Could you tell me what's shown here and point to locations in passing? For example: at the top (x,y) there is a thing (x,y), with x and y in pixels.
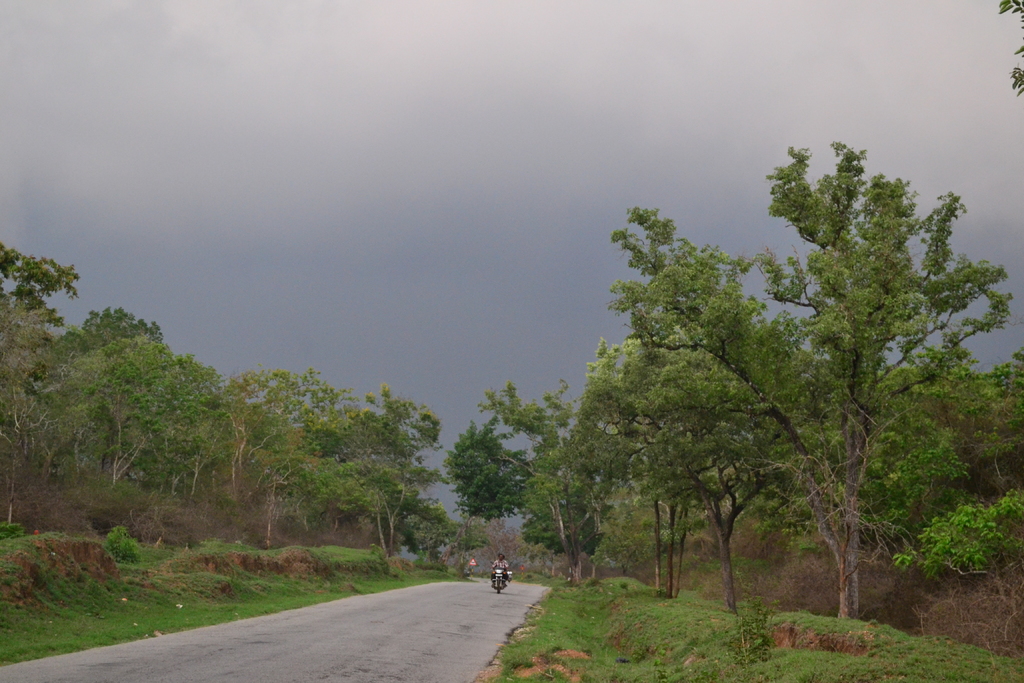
On the left side (302,631), there is a person (505,562) riding a bike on the road (341,670). On the right side (929,610), there are trees (593,558), plants (752,632) and grass (643,605) on the ground (867,662). In the background (793,600), there are trees (417,532), plants (209,533) and grass (241,580) on the ground (363,564) and there are clouds (735,101) in the sky (793,98).
